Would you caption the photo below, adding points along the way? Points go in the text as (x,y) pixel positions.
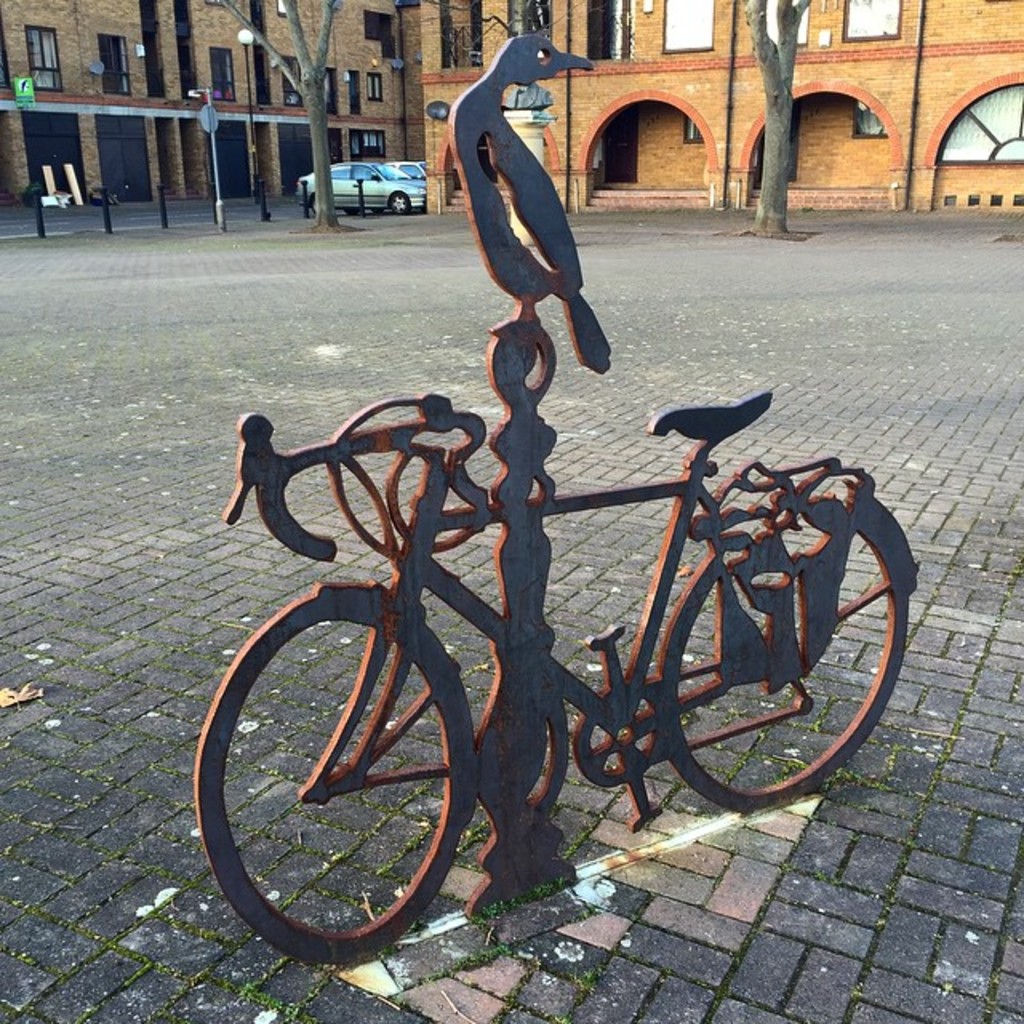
In this image we can see a statue (516,771) of the bicycle (676,744). And there are buildings (298,97), tree trunks (769,181), poles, board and vehicles (307,183) on the ground (363,309).
